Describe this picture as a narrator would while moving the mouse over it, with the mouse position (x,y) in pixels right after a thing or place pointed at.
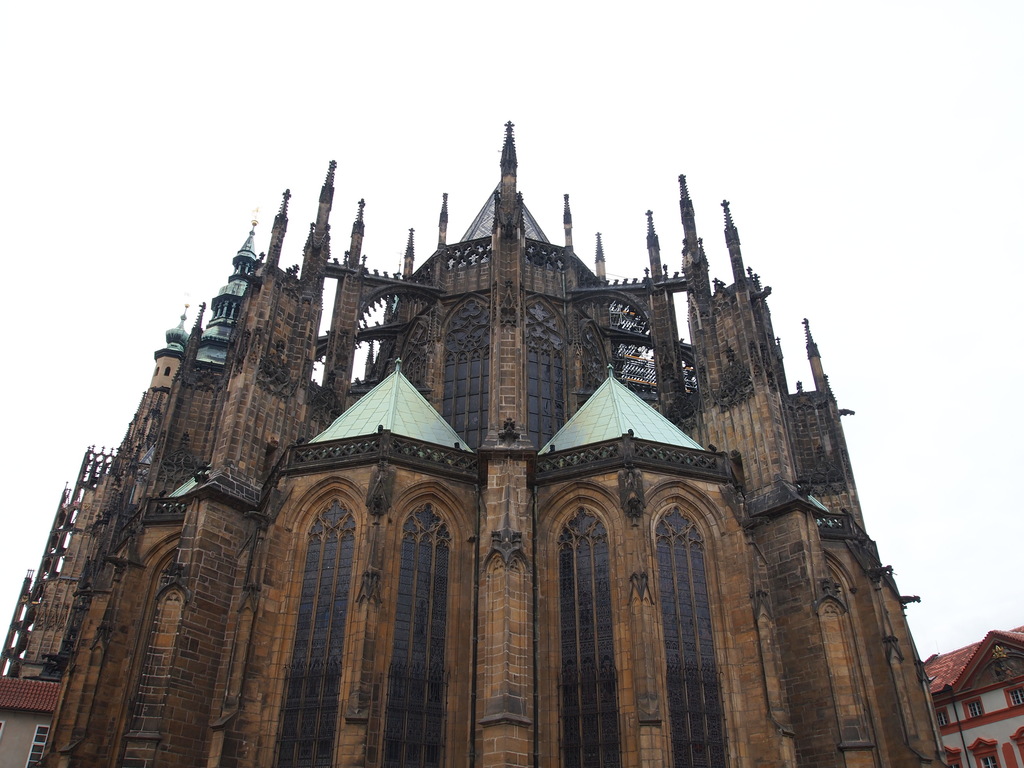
There is a building (464,463) in the center of the image (553,487) and there are houses (936,703) on the both the bottom sides and there is sky (791,167) in the background area (550,121).
